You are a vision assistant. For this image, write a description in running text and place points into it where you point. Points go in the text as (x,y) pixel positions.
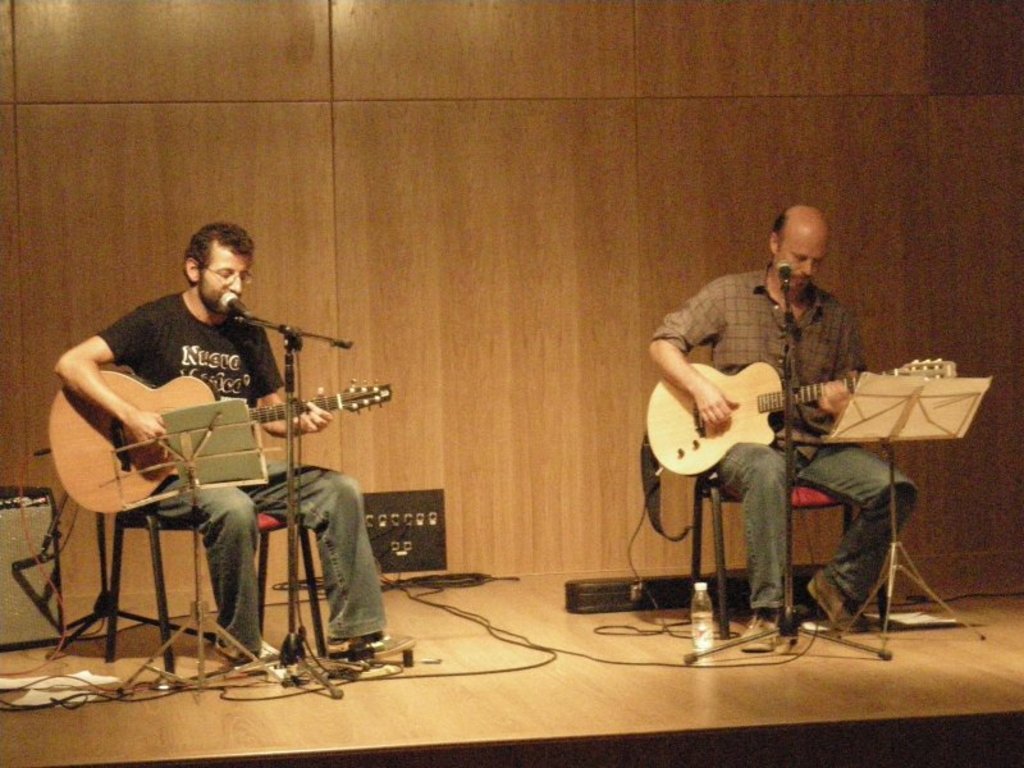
In this image, there is an inside view of a building (337,281). There are two persons (176,341) on the left (227,375) and right side of the image (714,349) sitting on chairs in front of mics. These two person (140,366) are wearing clothes (135,352) and playing guitars (680,443). There is bottle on the ground (680,627).
